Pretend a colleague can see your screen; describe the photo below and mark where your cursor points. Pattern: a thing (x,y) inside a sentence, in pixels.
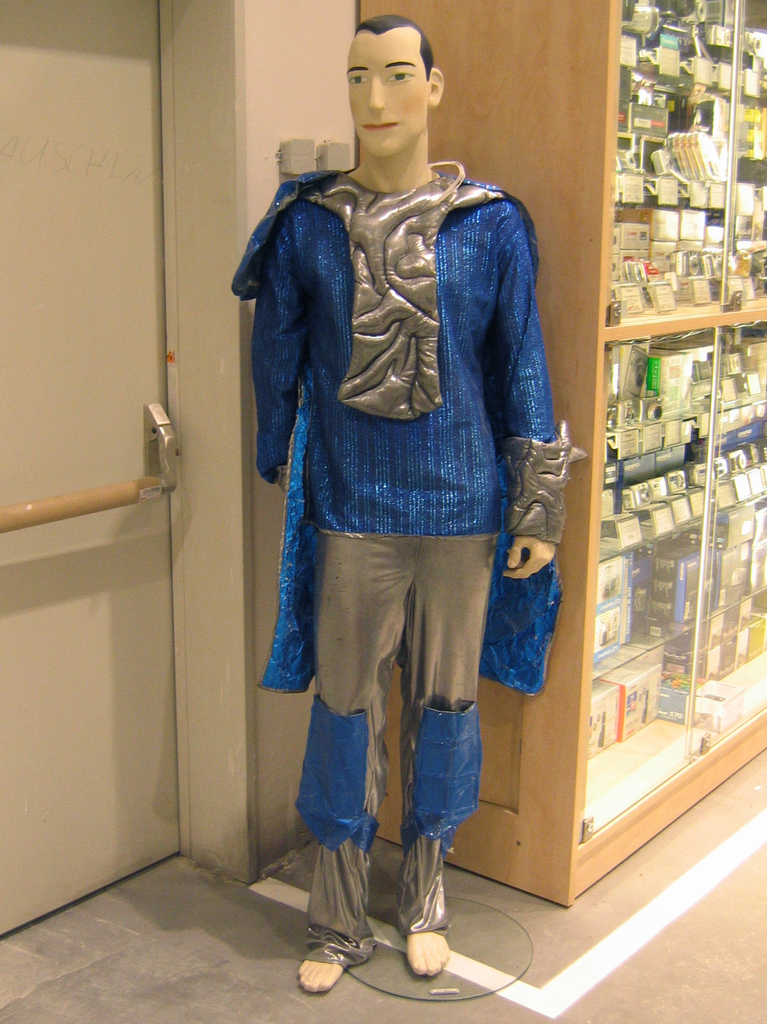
In this image we can see clothes (402,624) to the mannequin (414,726), door (146,596) and cardboard cartons (721,690) arranged in rows inside a cupboard (673,740).
